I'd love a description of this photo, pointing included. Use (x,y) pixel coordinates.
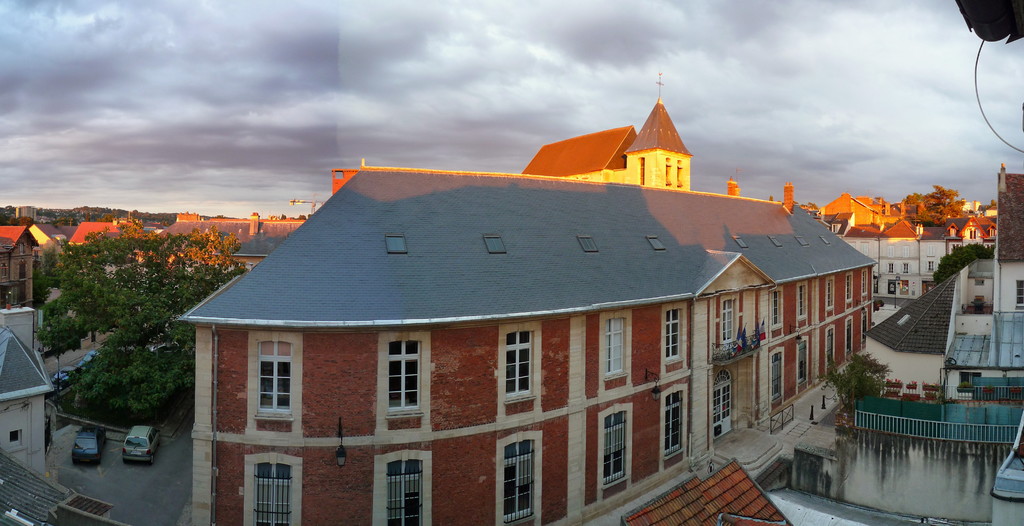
In this image we can see buildings (339,349), trees (189,335) and cars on the road (66,475). In the background (567,90) there is sky (270,100).
